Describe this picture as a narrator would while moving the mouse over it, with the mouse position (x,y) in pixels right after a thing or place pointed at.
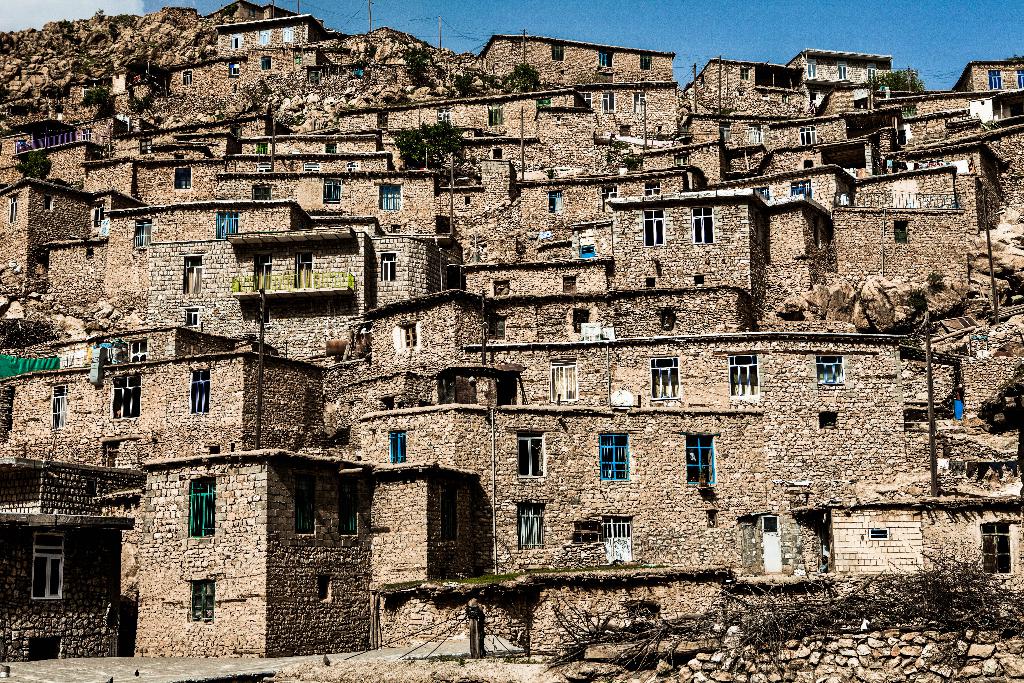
In this picture we can see birds (326,666), dried sticks (927,612), stone wall (699,599), buildings (646,596), poles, windows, ropes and trees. In the background of the image (453,33) we can see poles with wires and sky (779,52).
